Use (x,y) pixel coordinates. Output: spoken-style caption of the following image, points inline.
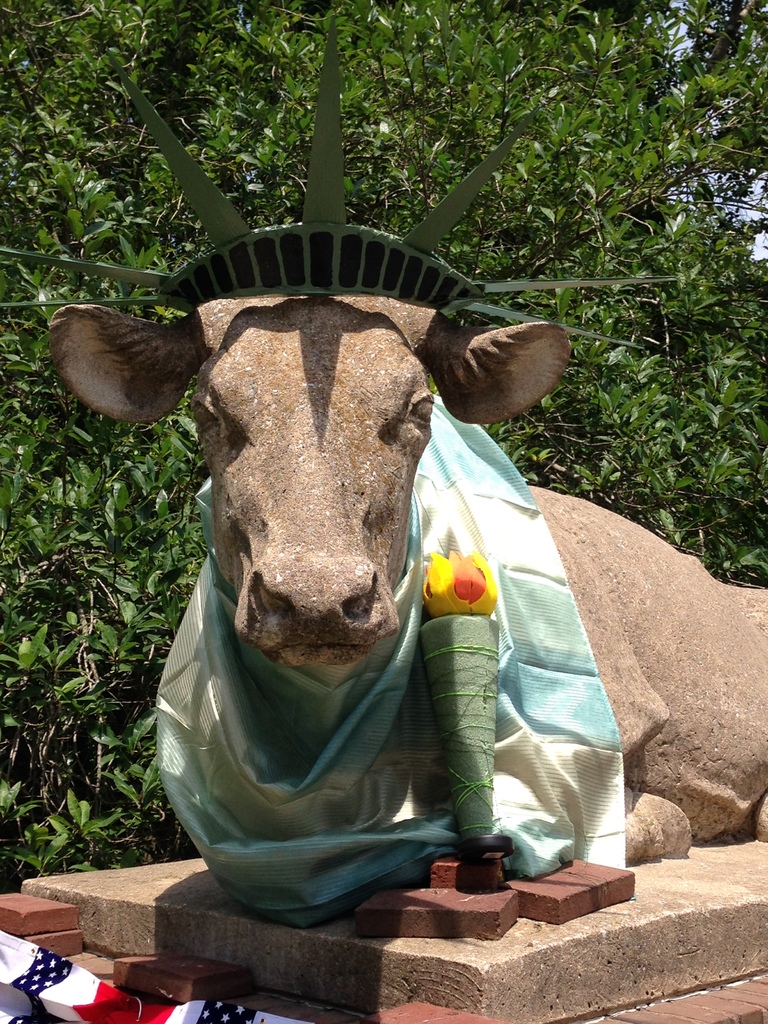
To this statue (387,567) there is a cloth (365,839) and objects (435,686). Background (638,352) we can see green leaves (79,540).
